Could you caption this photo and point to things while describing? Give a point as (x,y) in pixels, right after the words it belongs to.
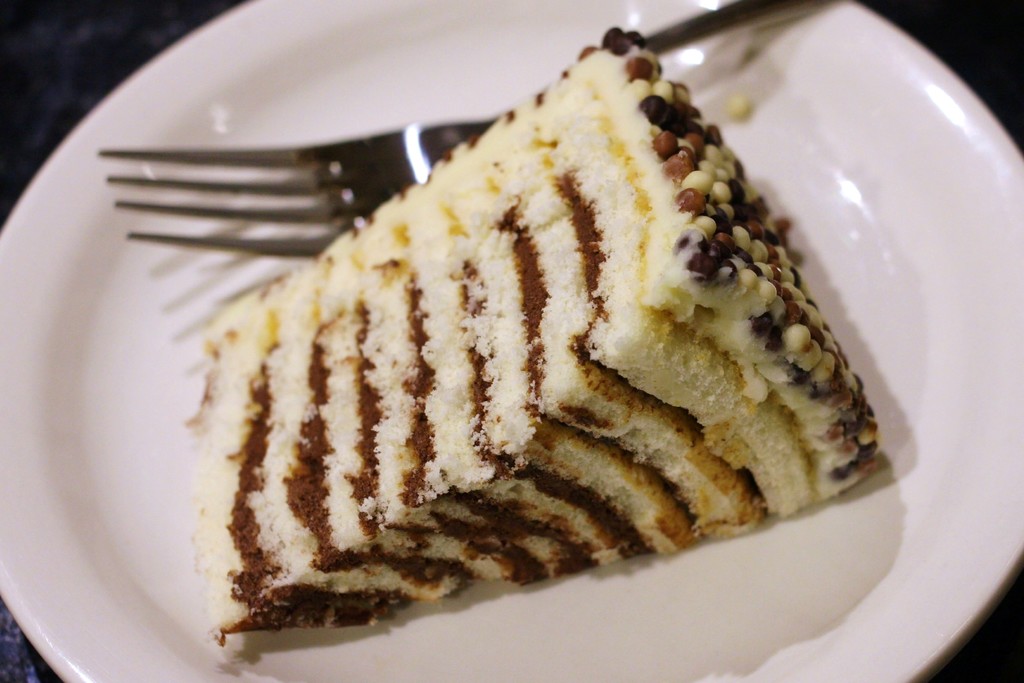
In the center of the image (682,386) we can see a piece of cake (544,426) placed on the plate (740,577) and there is a fork (361,188).
